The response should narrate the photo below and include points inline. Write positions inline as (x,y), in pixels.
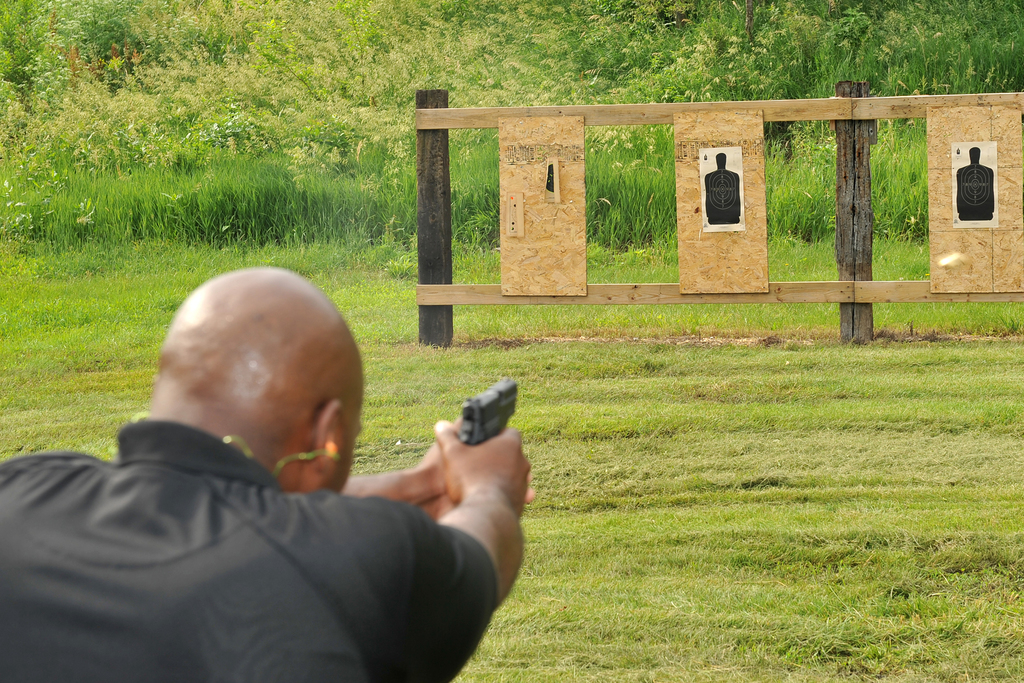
In the image there is a bald headed man (362,373) in black shirt (147,548) shooting gun (477,402) in the front (218,417) on the wooden board (523,133) on the grassland (220,214).
